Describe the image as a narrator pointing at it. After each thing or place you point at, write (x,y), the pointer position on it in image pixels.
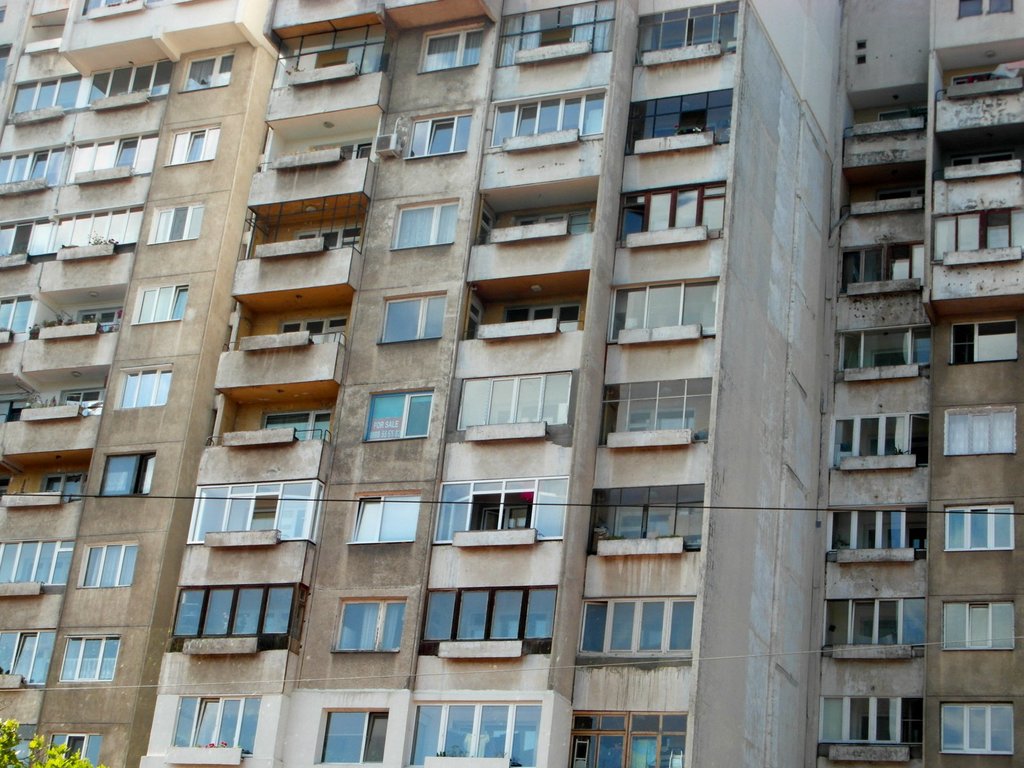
In the center of the image (406,385) there is a building (260,665) with windows (81,479).
